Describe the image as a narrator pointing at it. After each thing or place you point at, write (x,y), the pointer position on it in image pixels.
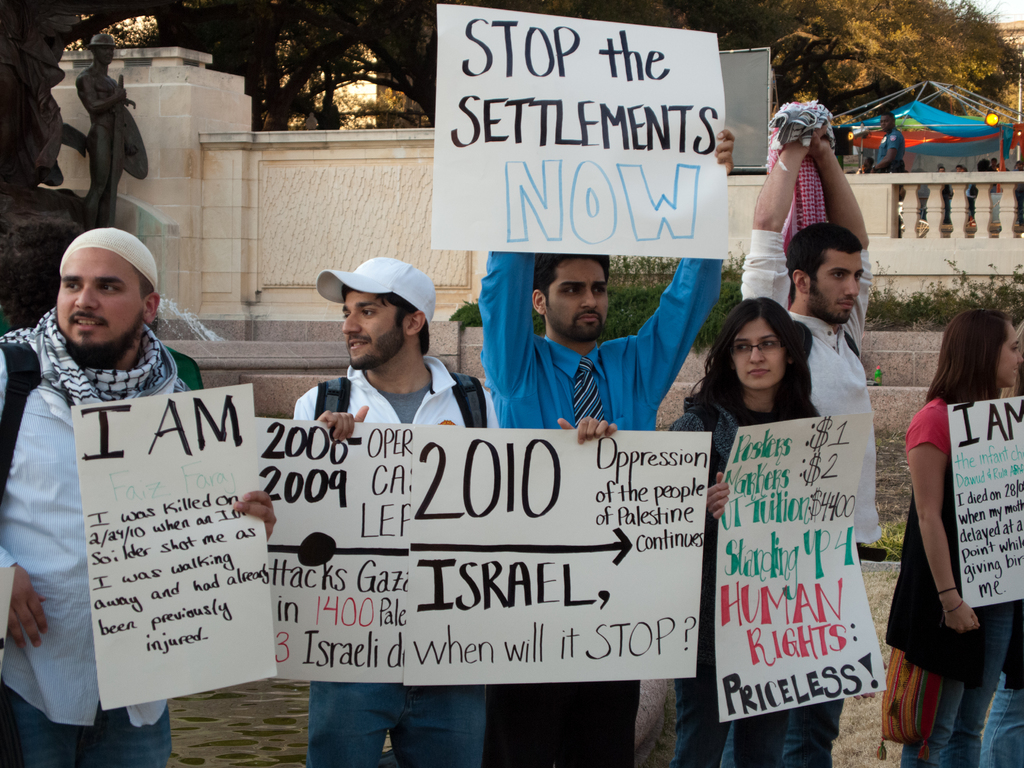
In this picture there are few persons (534,405) standing and holding a white sheet (603,554) which has something written on it and there are trees (809,25) in the background (809,25).
